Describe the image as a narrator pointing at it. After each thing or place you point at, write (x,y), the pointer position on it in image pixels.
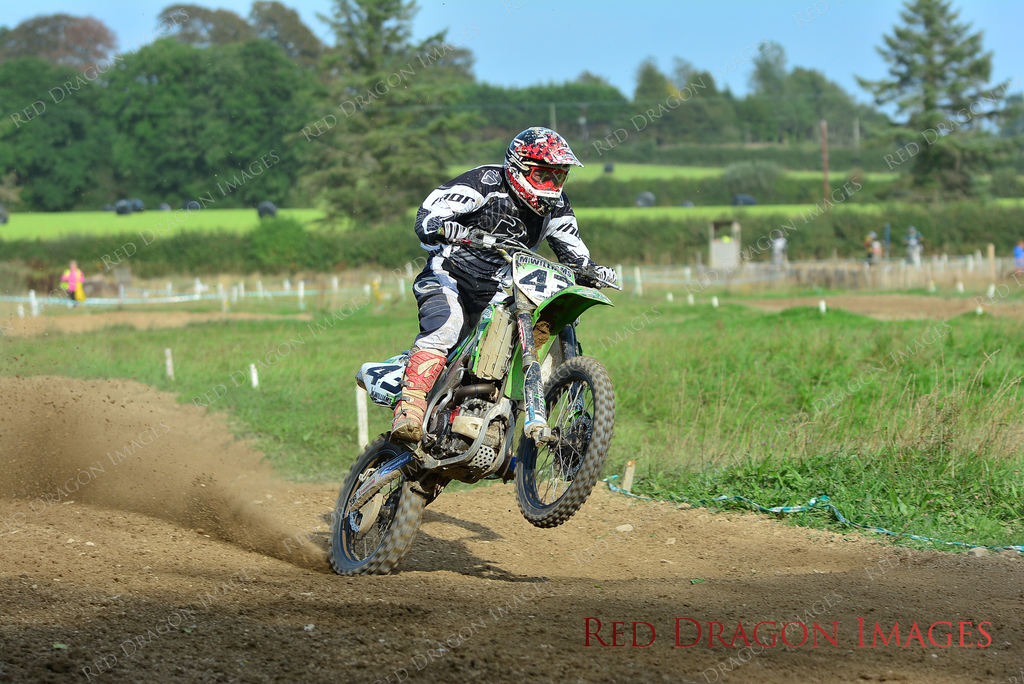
In this image we can see a man (501,262) is riding a bike (472,401). He is wearing black color dress (501,213) with red color helmet (562,141). Behind him grassy land (904,388), poles (825,143), wires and trees (528,98) are present. The sky (700,35) is in blue color. Bottom of the image (352,620) land (268,626) is there with one watermark (786,639).
